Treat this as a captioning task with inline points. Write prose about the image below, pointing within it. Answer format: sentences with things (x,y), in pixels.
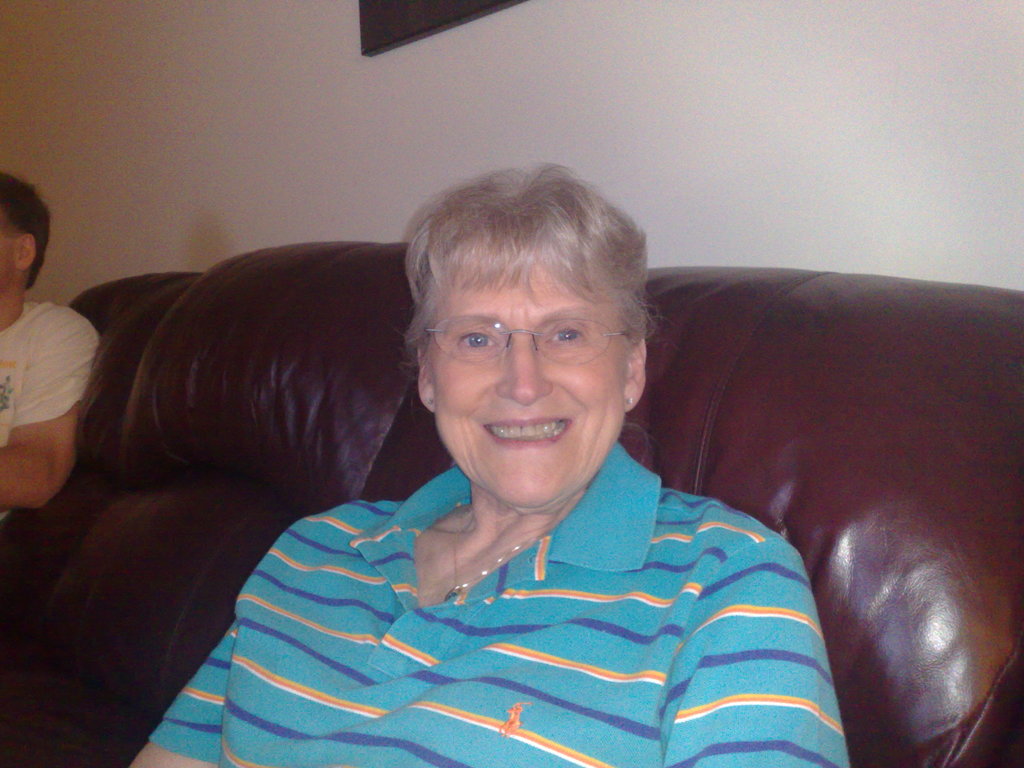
This picture seems to be clicked inside the room (324,497). In the center (636,494) we can see a person (441,556) wearing blue color t-shirt (378,608), smiling and sitting on the couch (209,458). On the left corner (37,314) we can see another person (20,355) wearing white color dress (35,363) and sitting. In the background (262,66) we can see the wall (509,76) and an object (387,48).
